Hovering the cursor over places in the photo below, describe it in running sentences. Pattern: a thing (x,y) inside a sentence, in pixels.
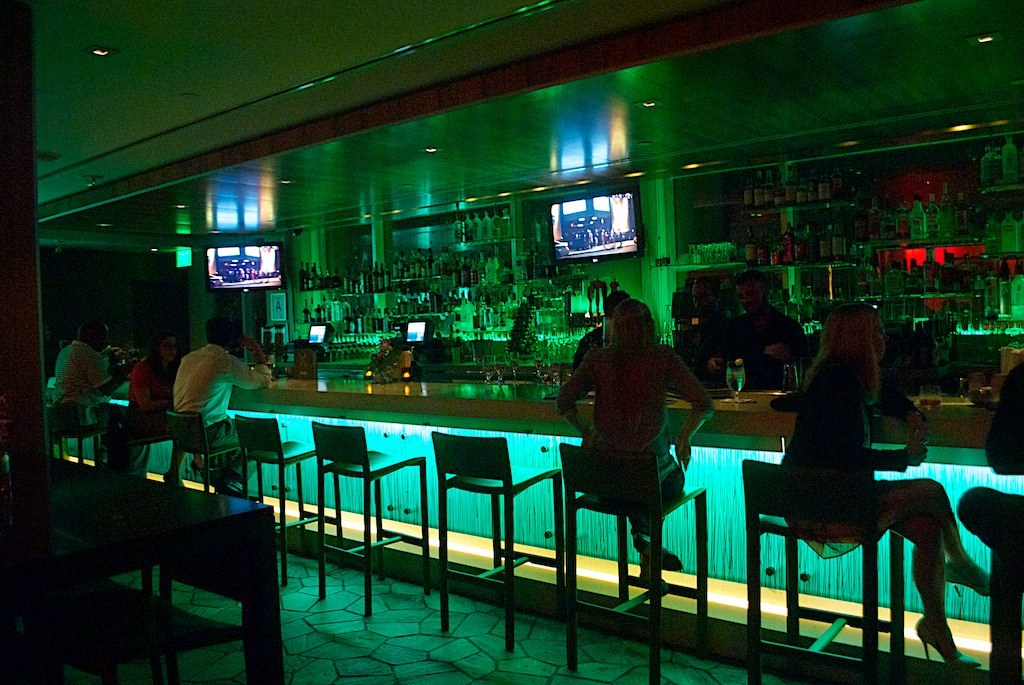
In this image i can see there is a group of people (855,461) who are sitting on a chair (616,487) in front of a table (978,470). Here I can see the group of bottles (406,296), few TVs (263,263) on the wall (692,209).
